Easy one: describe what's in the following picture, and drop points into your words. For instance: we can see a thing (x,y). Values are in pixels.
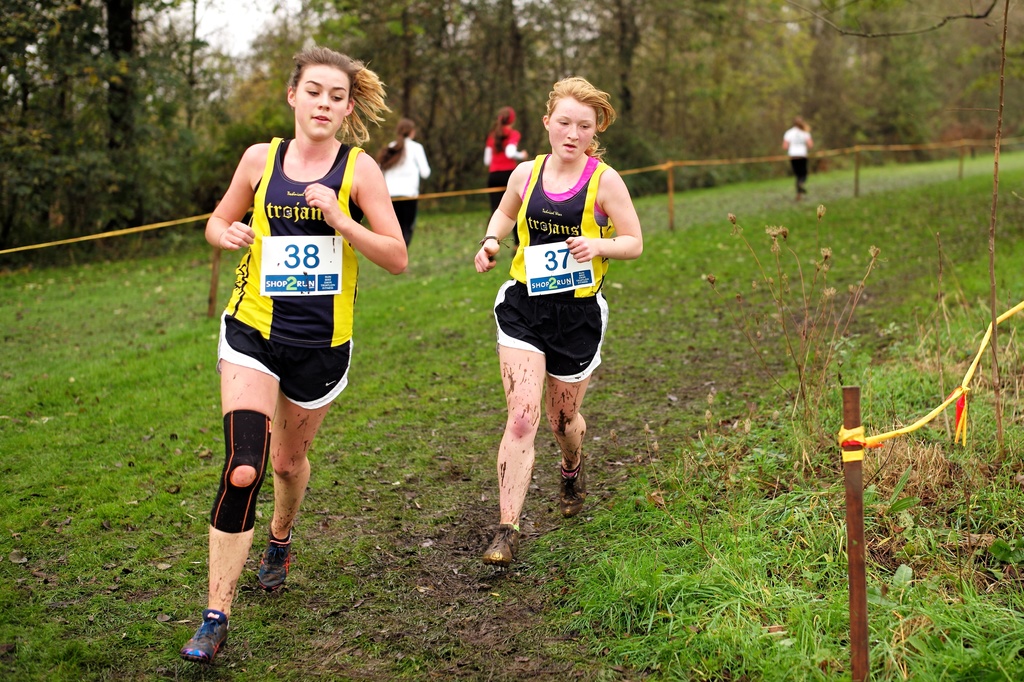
In this image people (584,354) are running on the surface (381,285) of the grass (374,366). On both right and left side of the image (180,221) fencing (965,421) was done. At the background (904,52) there are trees (539,73).
